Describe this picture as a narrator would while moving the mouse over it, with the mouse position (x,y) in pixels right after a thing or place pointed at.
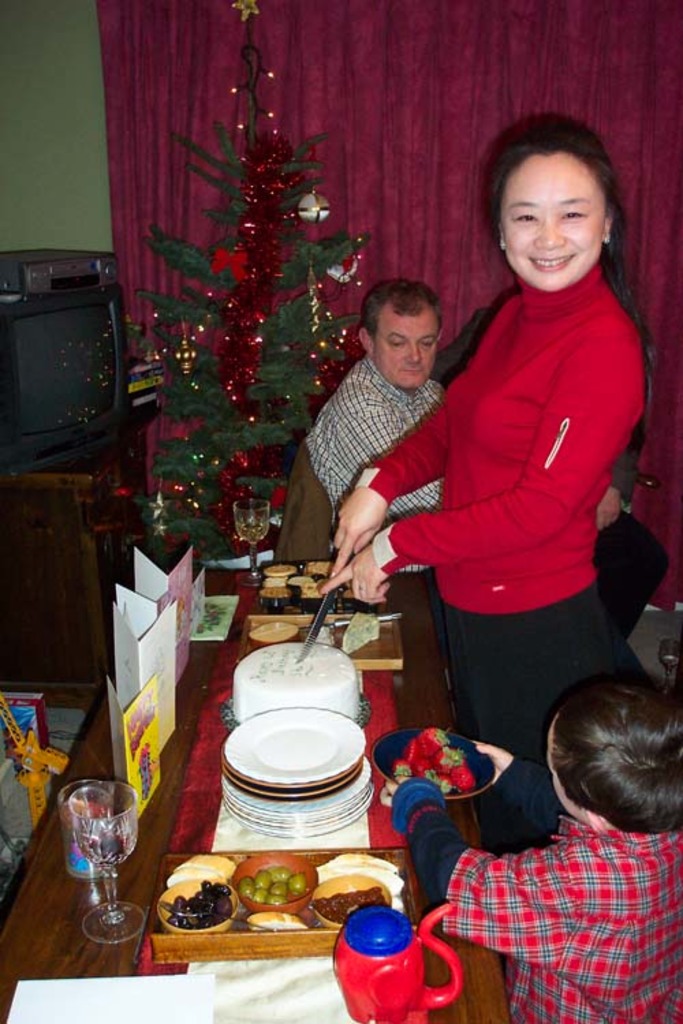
In this image there is a boy (515,869) holding the bowl (484,783) filled with strawberries (434,772). Beside him there is a woman (509,484) holding the knife (313,632). There are two people (409,421) sitting on the chairs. In front of them there is a table (345,662). On top of it there is a cake (285,706). There are plates (291,749). There are food items (250,885) in a bowl (373,882). There are glasses (84,825) and a few other objects (171,727). In the background of the image (133,510) there is a TV (89,332) on the wooden table (79,476). On top of the TV (76,324) there is a video player (59,261). Beside the TV (106,426) there is a Christmas tree (232,354). There are curtains (453,82). There is a wall (33,131).
